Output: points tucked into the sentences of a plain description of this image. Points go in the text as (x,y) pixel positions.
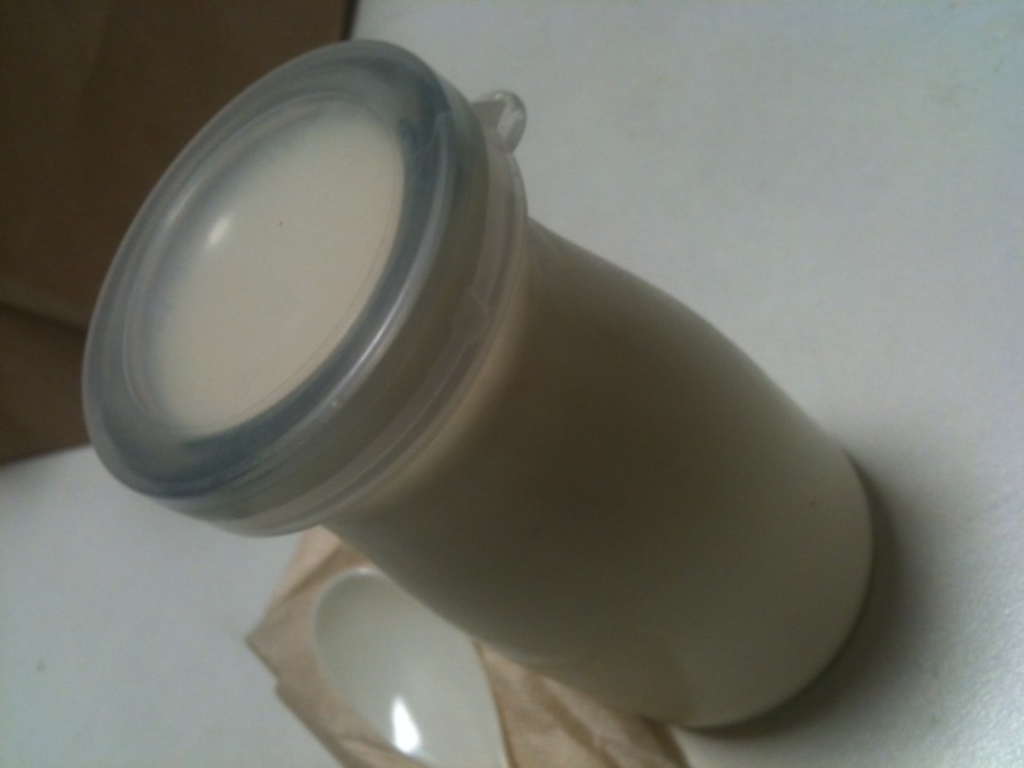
There is a white surface (858,280). On that there is a tumbler (622,478) with milk (618,484) and lid (242,313). Also there is a spoon (379,670).
